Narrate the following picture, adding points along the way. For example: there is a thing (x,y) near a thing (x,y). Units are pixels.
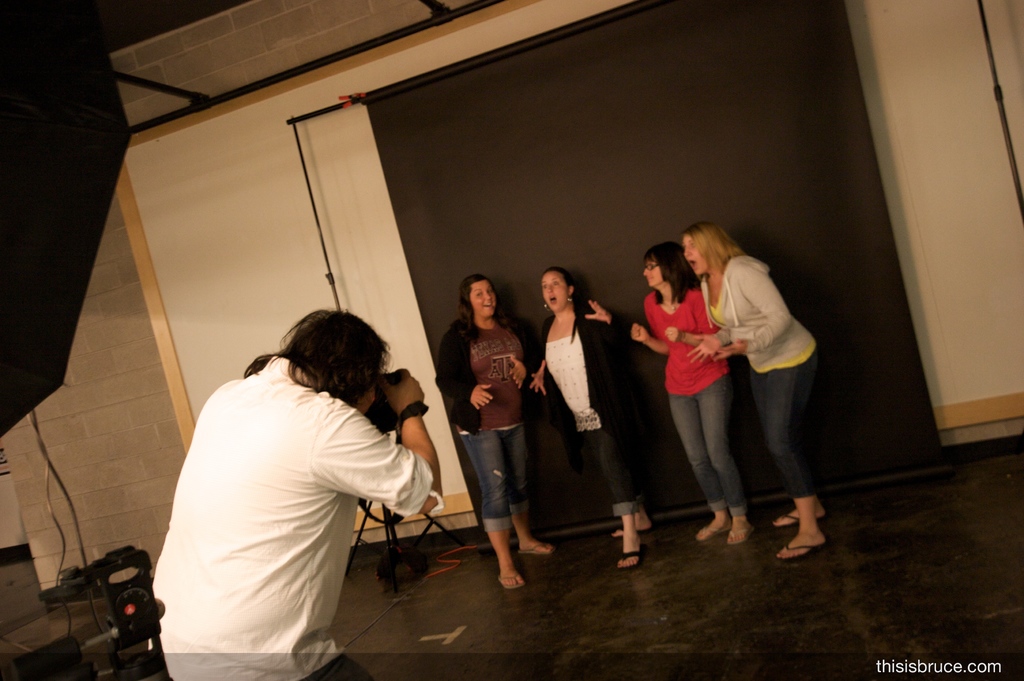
In this image, we can see people (580,412) standing and in the background (630,161), we can see a curtain (412,197), stand (385,512), screen (510,183), umbrella (50,376), cables (54,522) and some objects (98,592) and there is a wall (85,401). In the front (318,512), we can see a person (315,503) holding camera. At the bottom (768,630), there is floor (892,651) and we can see some text (914,664).
